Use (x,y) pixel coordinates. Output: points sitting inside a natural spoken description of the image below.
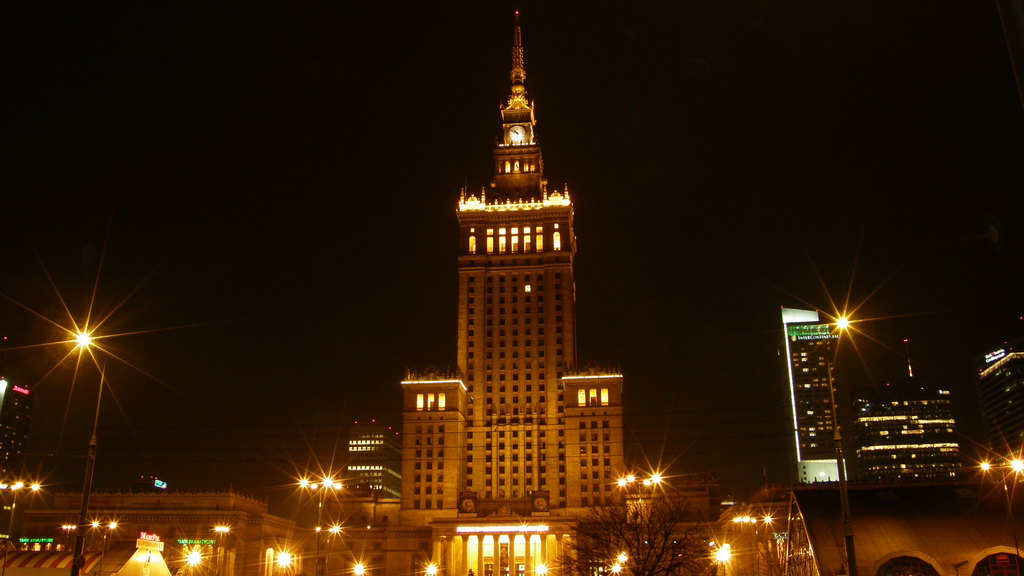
In this image there are so many buildings (387,501), in front of the building (519,528) there are trees (653,545) and street lights (321,523). The background (274,283) is dark.
